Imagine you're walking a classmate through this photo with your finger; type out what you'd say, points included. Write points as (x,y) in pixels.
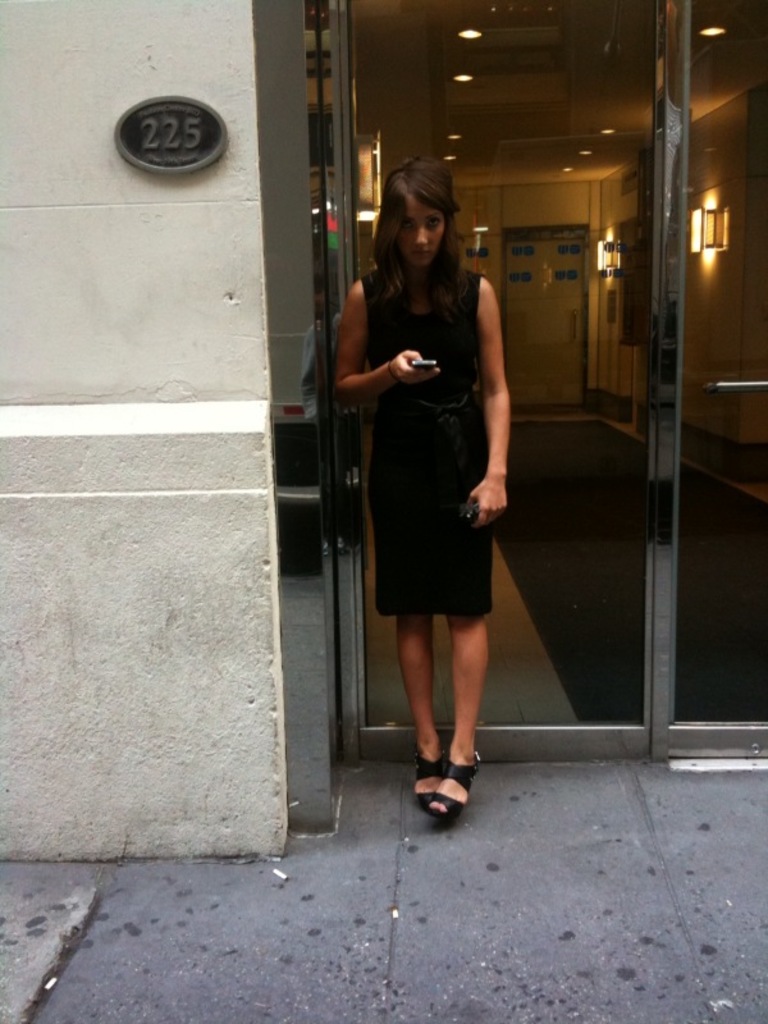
In this image we can see a person (457,511). A lady (471,534) is holding an object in her hand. There is an entrance (649,576) in the image. There are many lamps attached to the roof (595,90) and few lamps (719,244) on the wall (699,258) in the image. There is an object (204,125) on the wall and some text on it.
